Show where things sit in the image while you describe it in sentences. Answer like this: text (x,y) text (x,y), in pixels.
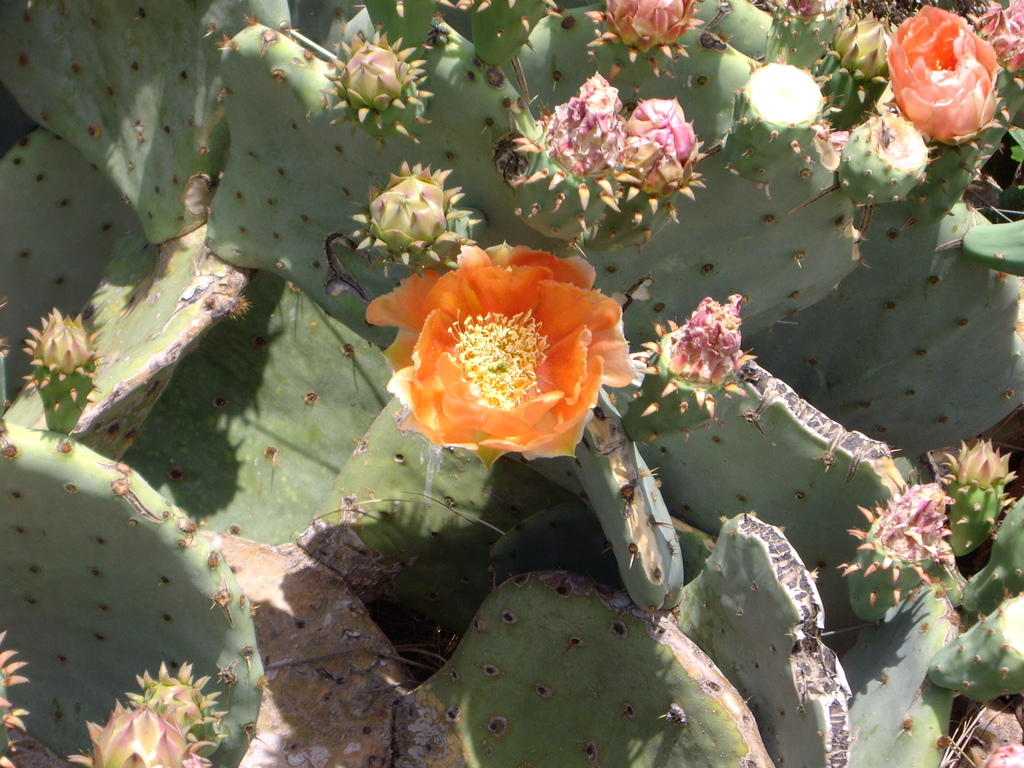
In this picture there are few flowers (469,266) and there is cactus plant (554,202) below it.
